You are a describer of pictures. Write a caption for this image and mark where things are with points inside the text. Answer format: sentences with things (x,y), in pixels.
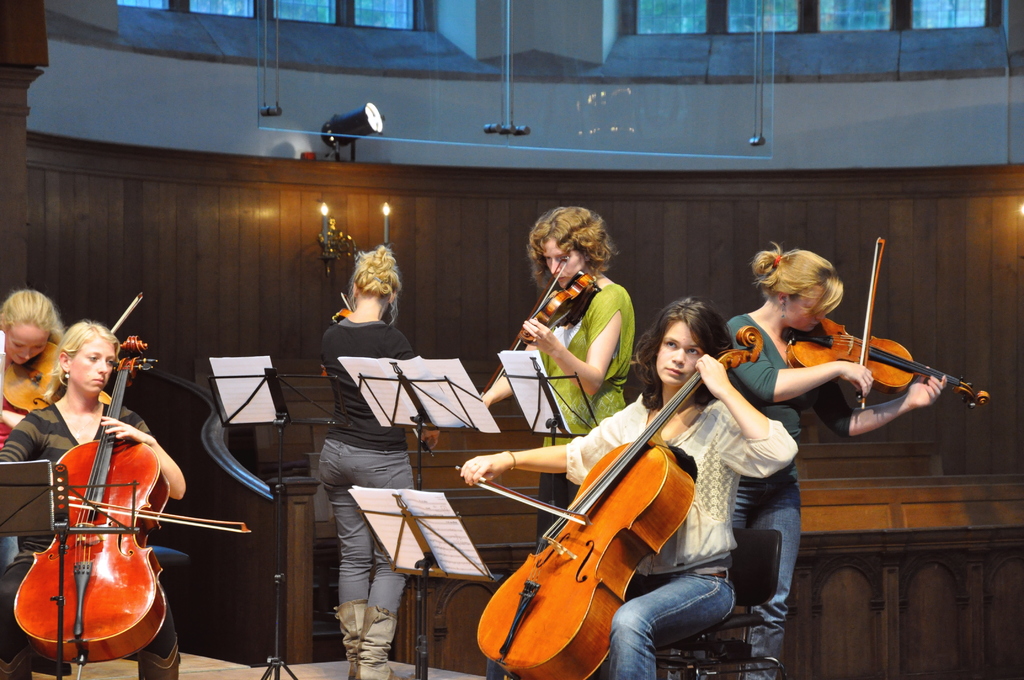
In this image, there are a few people (11,567) playing musical instruments (505,655). We can see some stands (551,446) with posters (405,416). We can also see the ground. We can see some wooden objects (212,642). We can see the wall (165,149) with an object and a few windows (976,23). We can also see an object (281,115) at the top (760,137).
